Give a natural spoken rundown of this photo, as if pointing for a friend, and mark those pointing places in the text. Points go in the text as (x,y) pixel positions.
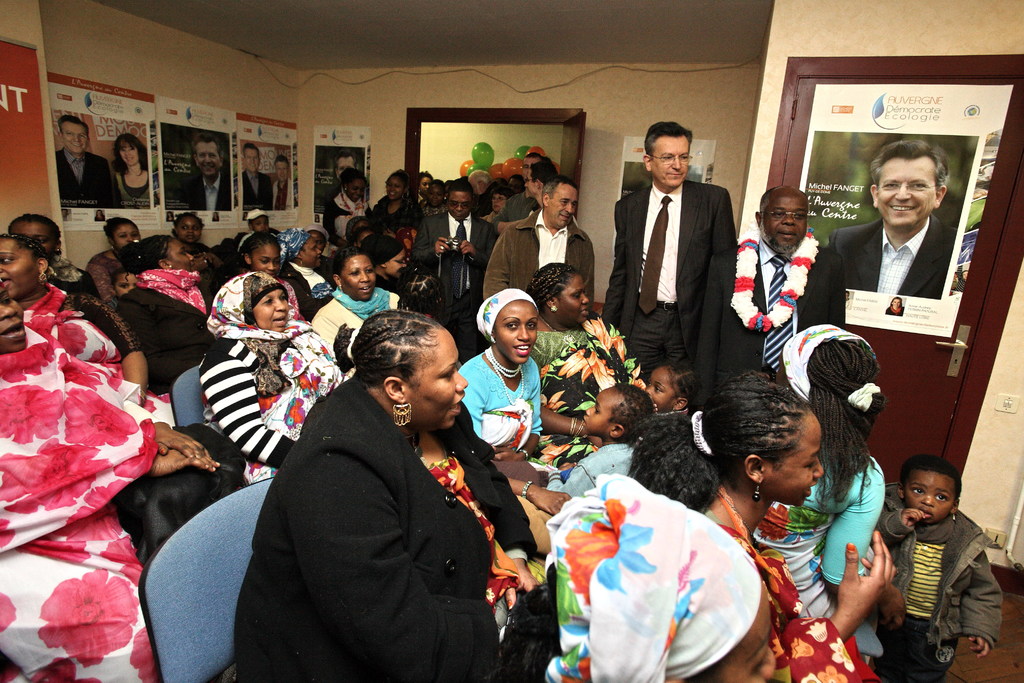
In the center of the image (367,311) there are people (342,641) sitting on chairs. In the background of the image (390,236) there are people (714,290) standing. There is a door (455,164). There are balloons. There are posters (124,89) on the wall (360,74). To the right side of the image (978,91) there is a poster (871,261) on the door (932,399).
